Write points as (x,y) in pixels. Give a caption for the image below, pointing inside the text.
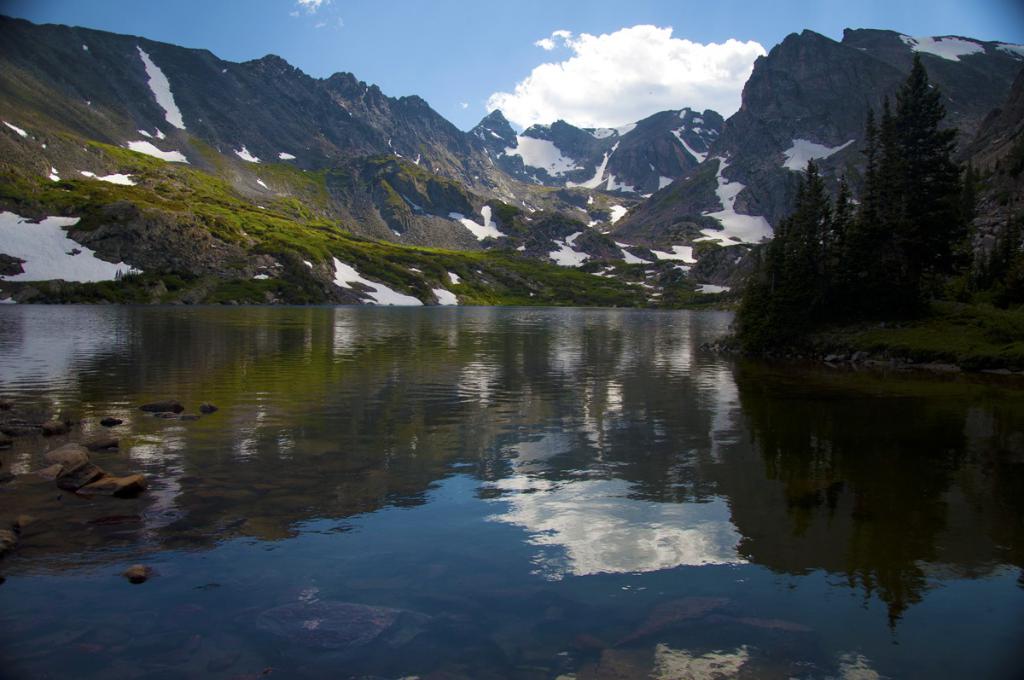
In this image there is the sky (412,42) truncated towards the top of the image (391,21), there are clouds (600,41) in the sky (596,22), there are mountains (56,74) truncated towards the left of the image (61,80), there are mountains (751,108) truncated towards the right of the image (976,87), there is the grass (211,183), there are trees (856,229), there are rocks (143,409) in the water (160,455), the water (365,448) is truncated towards the bottom of the image (486,554).
